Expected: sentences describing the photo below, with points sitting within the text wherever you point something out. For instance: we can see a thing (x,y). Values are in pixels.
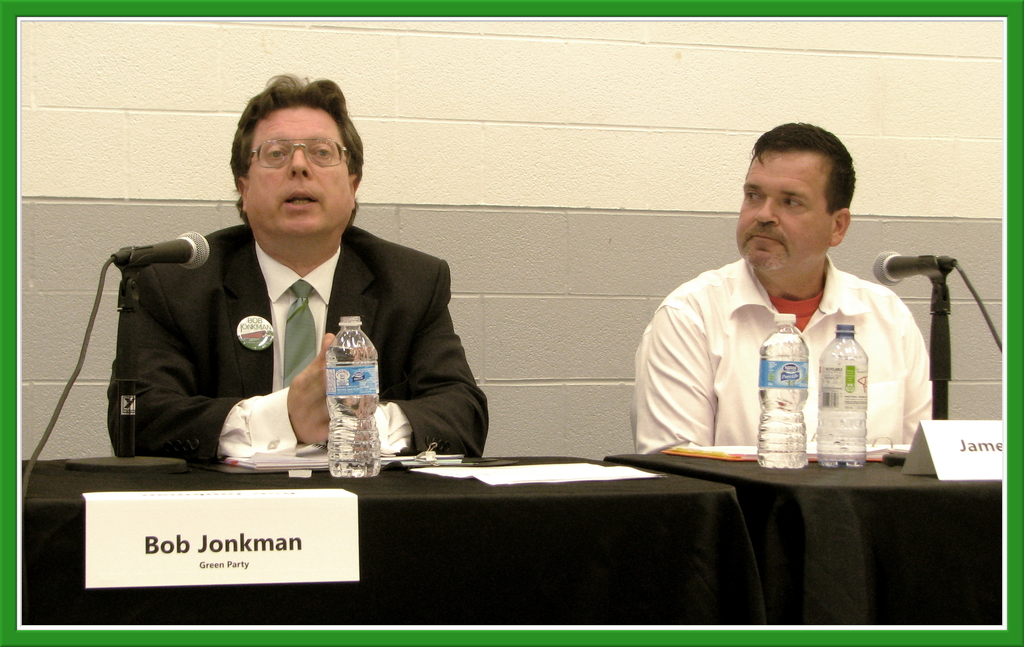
In this picture we can see two men (256,331) and a man (268,275) wore spectacles (304,152), blazer (331,324), tie (308,307) and in front of them we can see bottles (793,425), papers (596,477), name boards (193,563), mics (96,309), black clothes (772,481) on tables (450,458) and in the background (582,253) we can see the wall (522,234).
